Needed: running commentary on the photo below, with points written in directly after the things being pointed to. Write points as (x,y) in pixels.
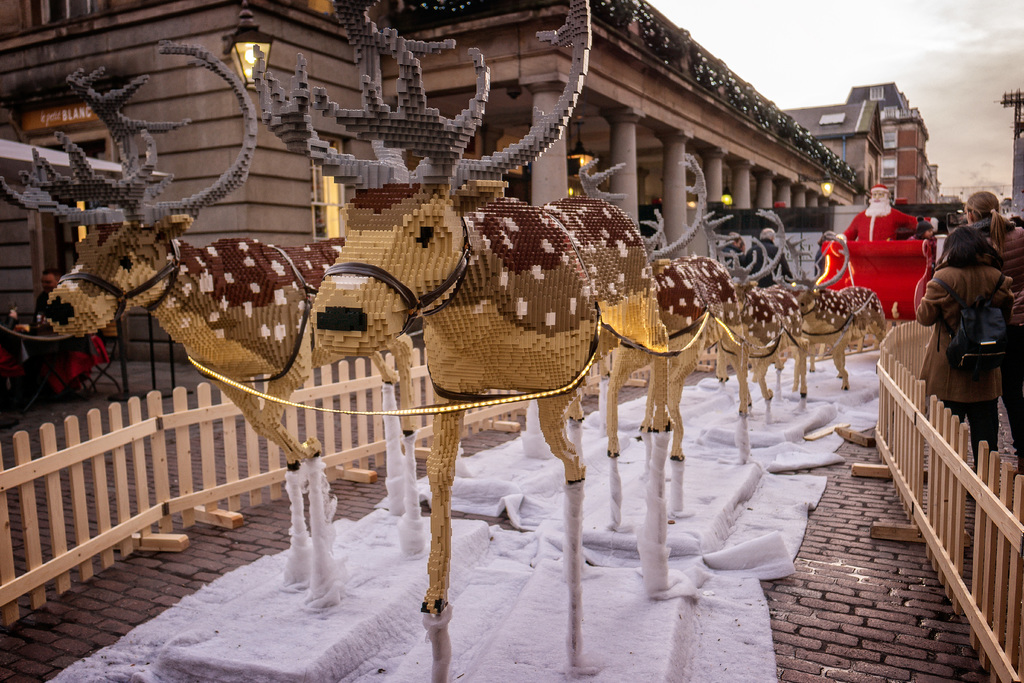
In this image I can see few toy animals (488,378), they are in brown and cream color. Background (972,335) I can see two other persons (922,305) walking wearing a bag (969,314). I can also see a building (300,174) in brown color, few lights (256,26) and sky (795,54) in white color.
